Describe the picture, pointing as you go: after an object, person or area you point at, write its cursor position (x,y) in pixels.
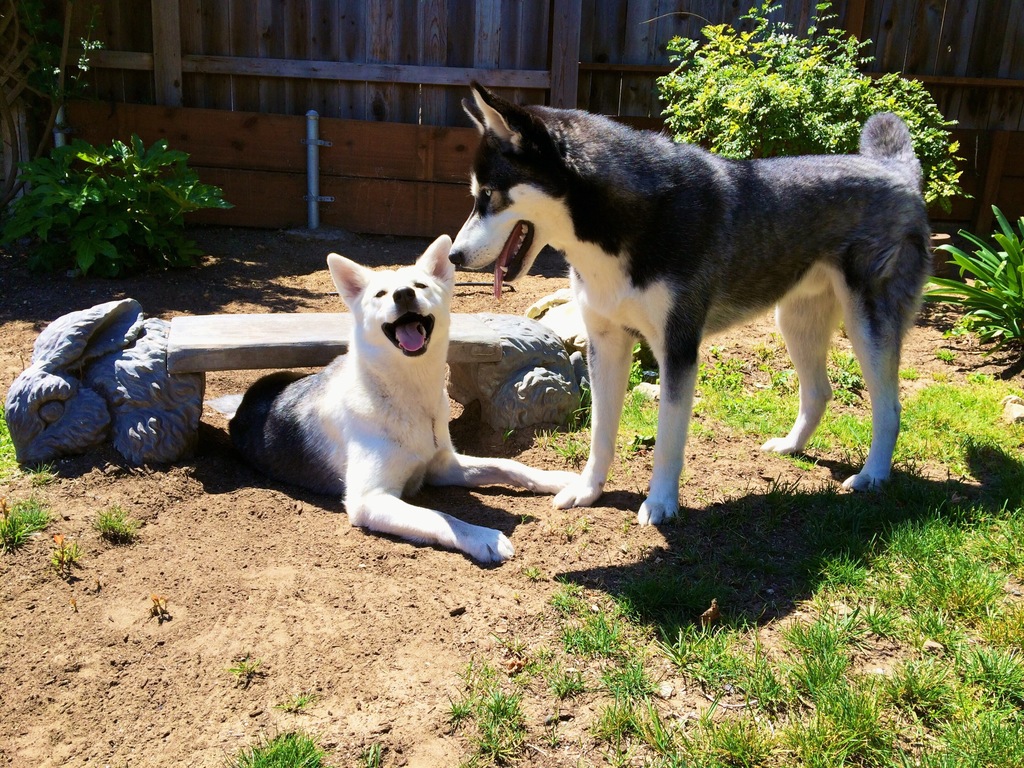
In the foreground of the picture (455,261) we can see bench (56,347), dogs (358,410), soil (503,638), grass (929,660) and a plant (1001,310). In the background (453,112) we can see trees (82,210) and wooden railing (422,68).
